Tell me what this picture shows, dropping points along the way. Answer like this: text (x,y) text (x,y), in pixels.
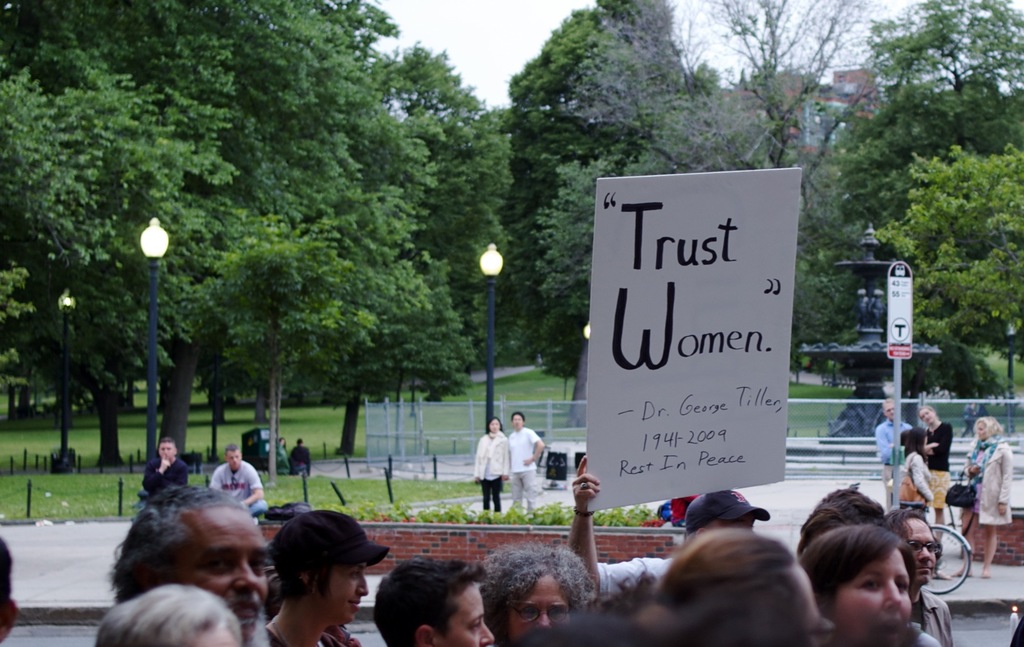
In this image in front (706,564) there are people (295,575). There is a person (577,496) holding the placard (688,314). Behind him there are few other people (974,471). In the background of the image (537,414) there is a metal fence (526,406). There is grass (130,434) on the surface (515,398). There are street lights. There is a board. There is a fountain (869,362). There are trees (705,138), buildings (867,89) and sky (526,48).
